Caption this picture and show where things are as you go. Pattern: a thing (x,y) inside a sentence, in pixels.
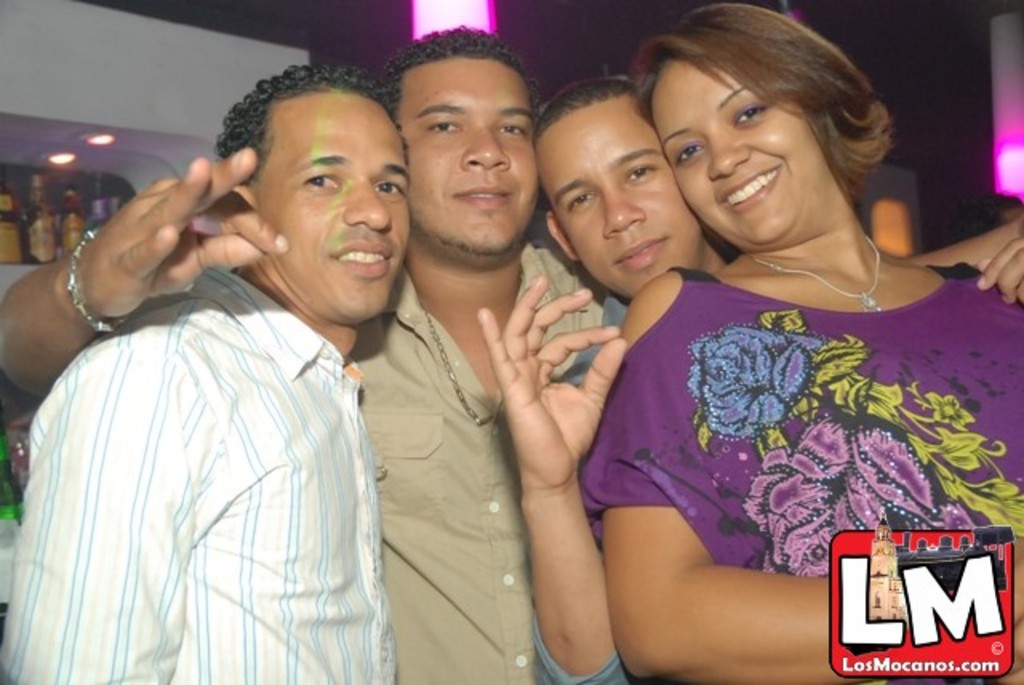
In this image we can see a few people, behind there are a few bottles (36,204), at the bottom (980,616) there is a written text (944,632).
